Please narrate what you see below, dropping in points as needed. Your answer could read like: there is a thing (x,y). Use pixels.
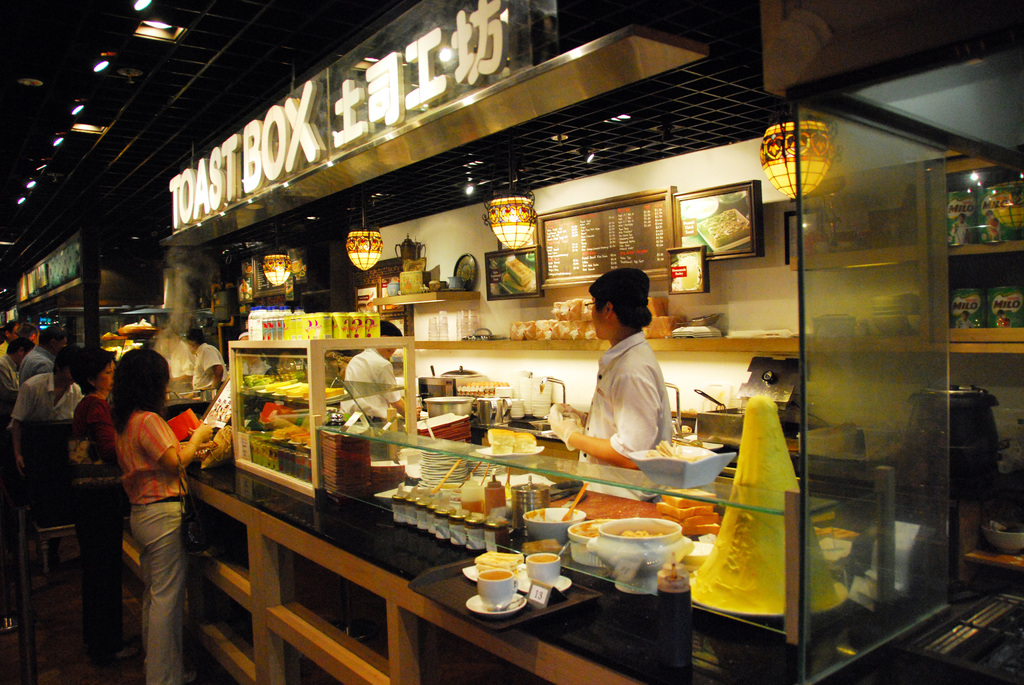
This is the picture of a shop (280,659). On the left side of the image (156,684) there are group of people (161,671) standing and the person (167,571) with striped top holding the object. There are two persons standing behind the table (297,516). There are cups (550,566), bowls (641,453), plates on the table (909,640) and there is a food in the bowl (700,461). At the back (479,397) there are utensils (496,397) in the cupboard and there are frames (662,237) on the wall (770,257). At the top (522,222) there are lights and there is a board (355,89).
